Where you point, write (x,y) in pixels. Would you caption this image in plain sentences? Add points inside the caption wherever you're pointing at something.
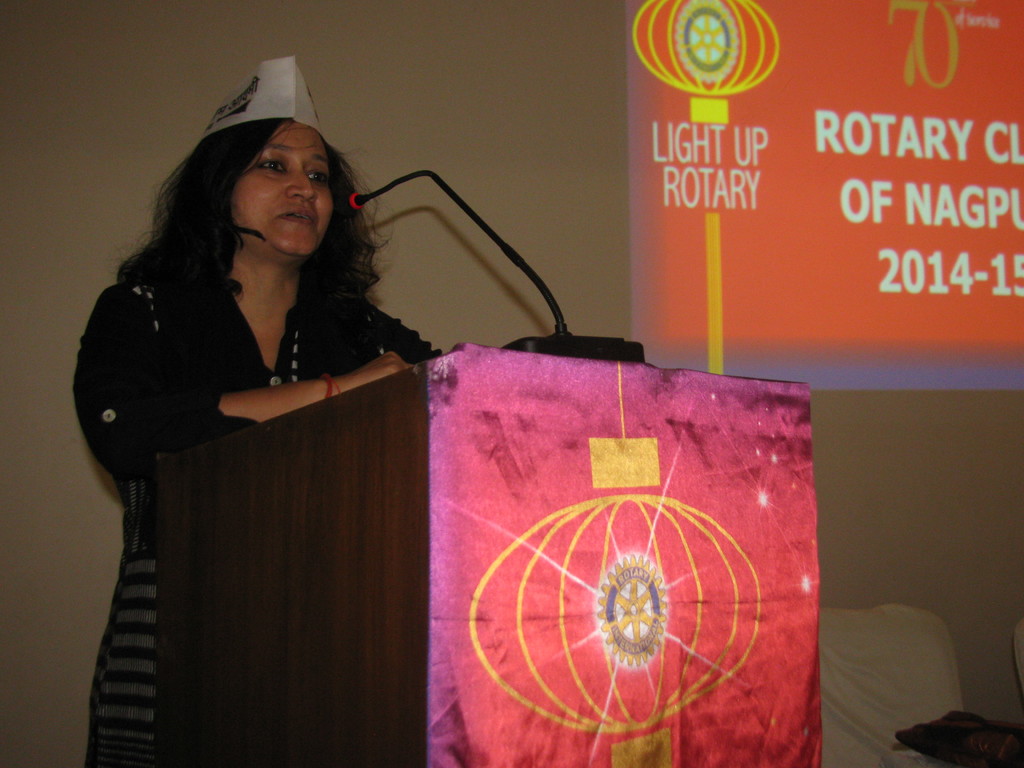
This is the woman (204,409) standing. She wore a cap (259,95) and a dress (184,323). This looks like a podium (419,501) with a mike (456,200). I think this is a cloth (540,547), which is attached to the podium (415,427). This is the display (878,313) on the wall (15,562).
